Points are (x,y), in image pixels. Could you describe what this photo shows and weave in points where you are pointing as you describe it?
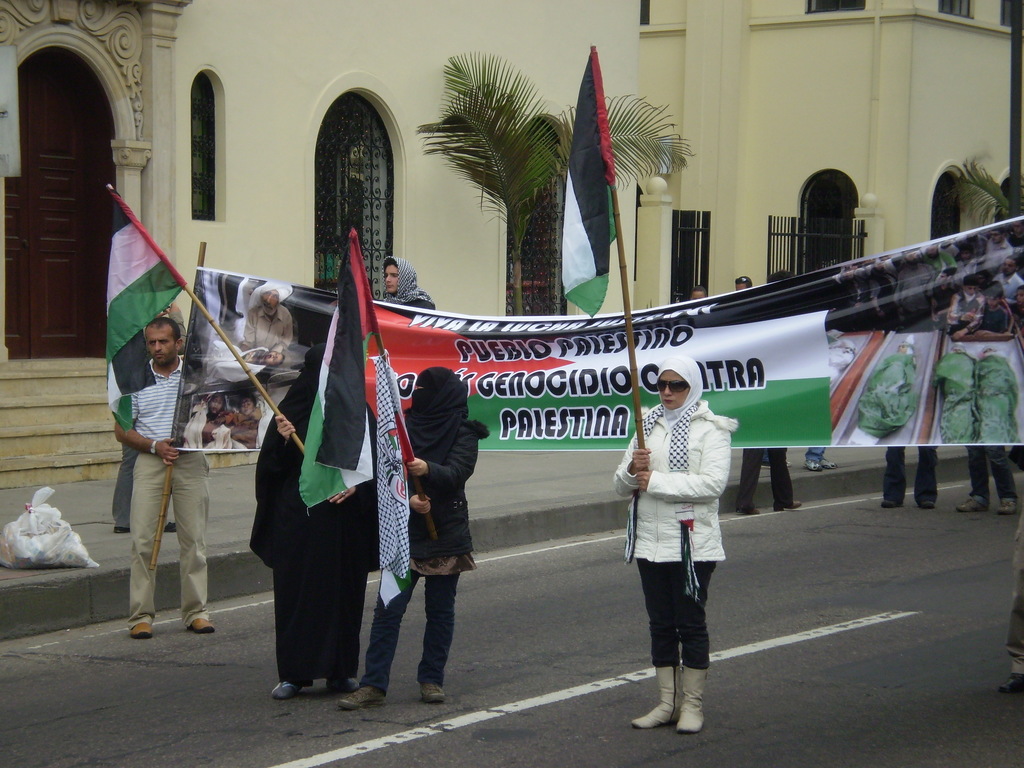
In the image there are few people (675,383), they are holding some flags (360,357) and banners (684,339) and standing on the road (626,760), in the background (431,279) there is a building (535,85) and in front of the building (17,260) there are trees (551,159).
